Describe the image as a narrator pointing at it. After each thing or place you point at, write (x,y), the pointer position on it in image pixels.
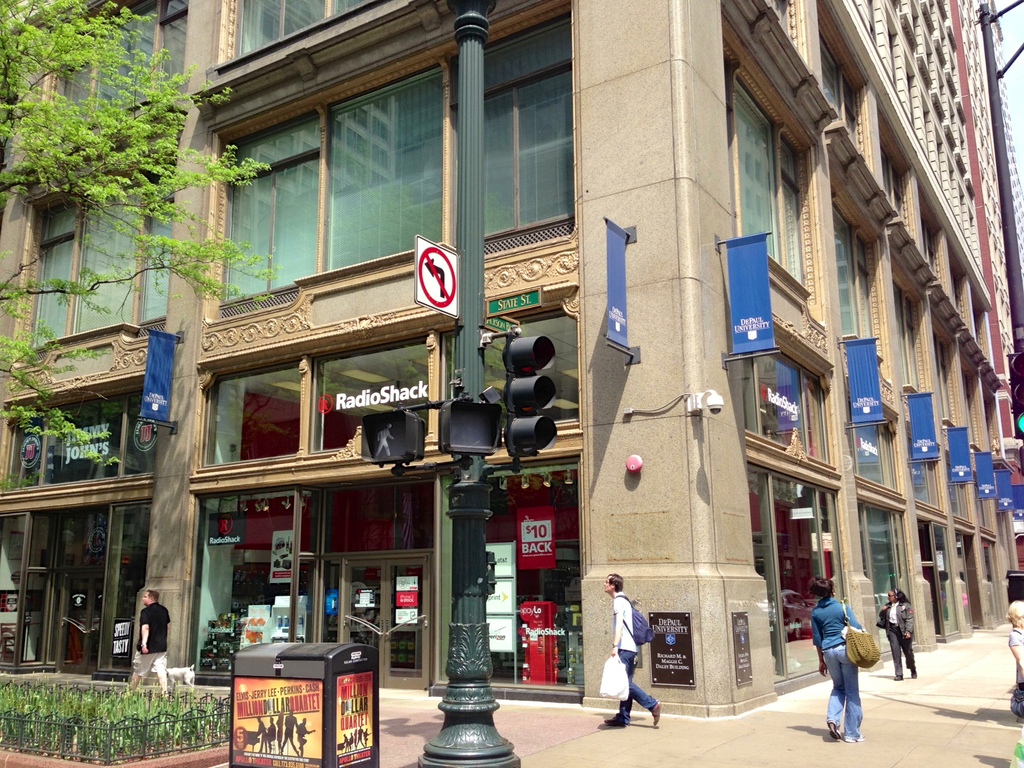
In this image we can see building (445,244) with glass window (342,211) and banners (744,340) are attached to the building (125,356). There is a signal pole (479,376) in the foreground of the image (449,714). We can see people (158,608) are moving on the pavement (969,672). In the left bottom of the image (55,708), we can see grass (74,705) and one black color box (303,708). There is a tree (167,162) on the left side of the image (94,203).
